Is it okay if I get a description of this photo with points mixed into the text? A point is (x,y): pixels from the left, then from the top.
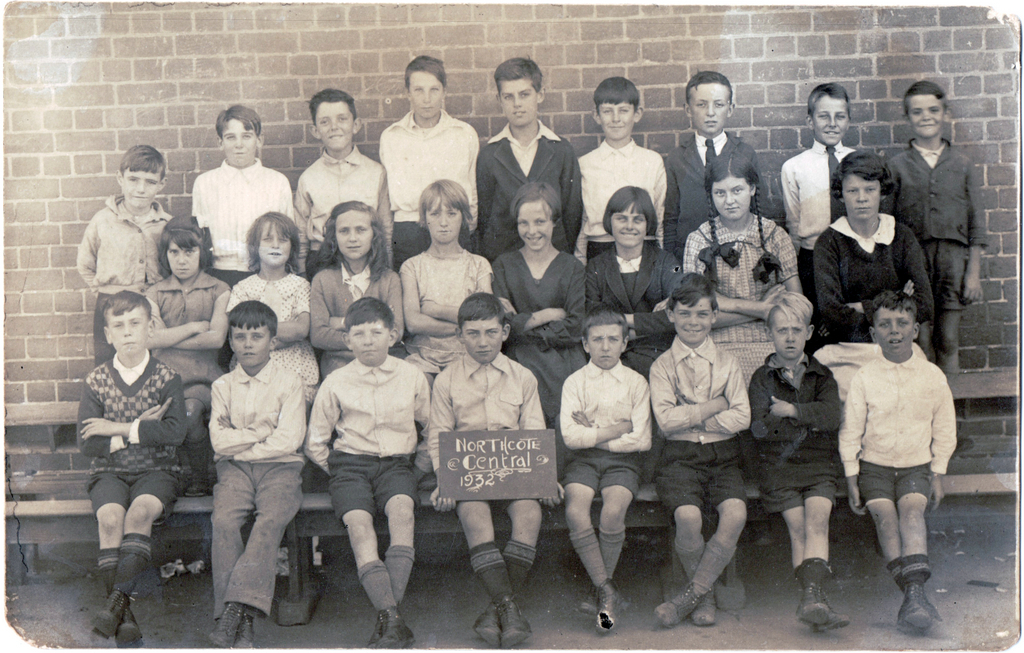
In this image I can see the old photograph (470,346) in which I can see number of children (292,391) are sitting on the bench (641,494) and I can see few of them are standing behind them. I can see a child (538,396) is holding a board (473,471). In the background (167,117) I can see the wall (233,82) which is made up of bricks (506,40).
